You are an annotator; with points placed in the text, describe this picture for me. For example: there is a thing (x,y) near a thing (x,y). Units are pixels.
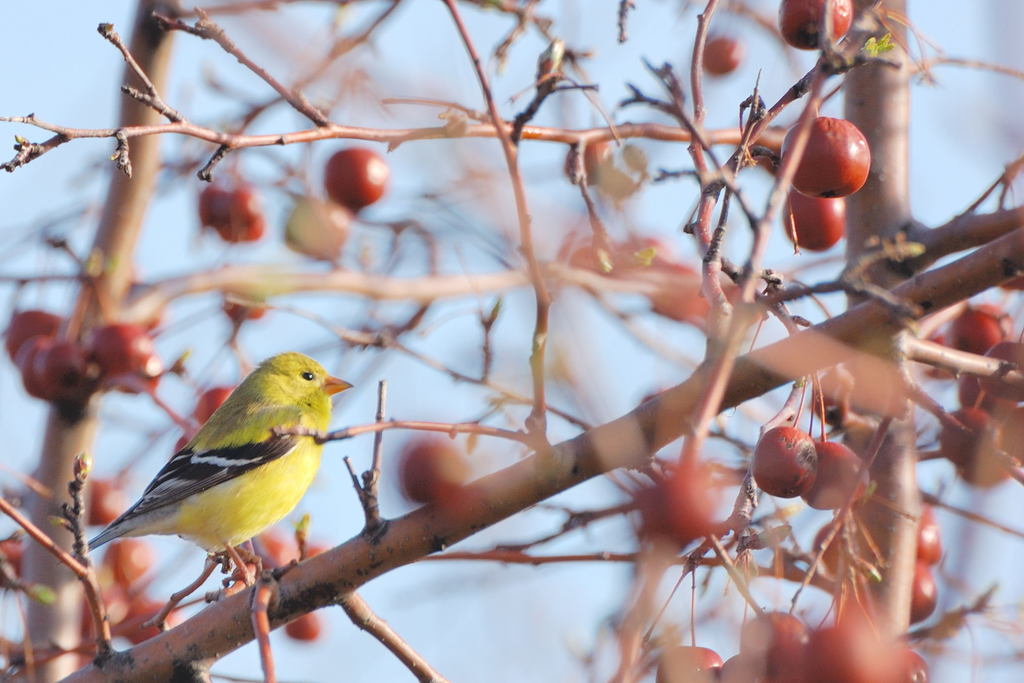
In this image there is a bird (284,482) and fruits (429,496) are hanging on the tree (745,524).
